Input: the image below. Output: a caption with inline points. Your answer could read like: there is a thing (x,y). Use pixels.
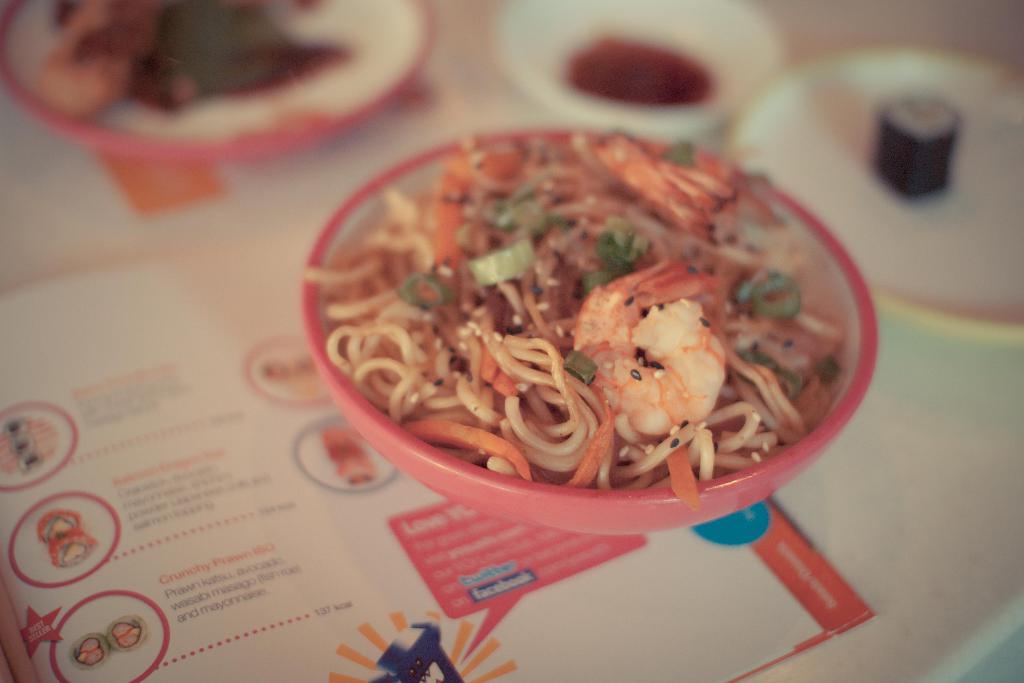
In this image we can see food items (495,291) on a plate (372,182) on the paper (360,492) on the table (960,543) and at the top (370,108) the image is blur but we can see food items (101,52) in the plates (418,54) on the table (797,3).
